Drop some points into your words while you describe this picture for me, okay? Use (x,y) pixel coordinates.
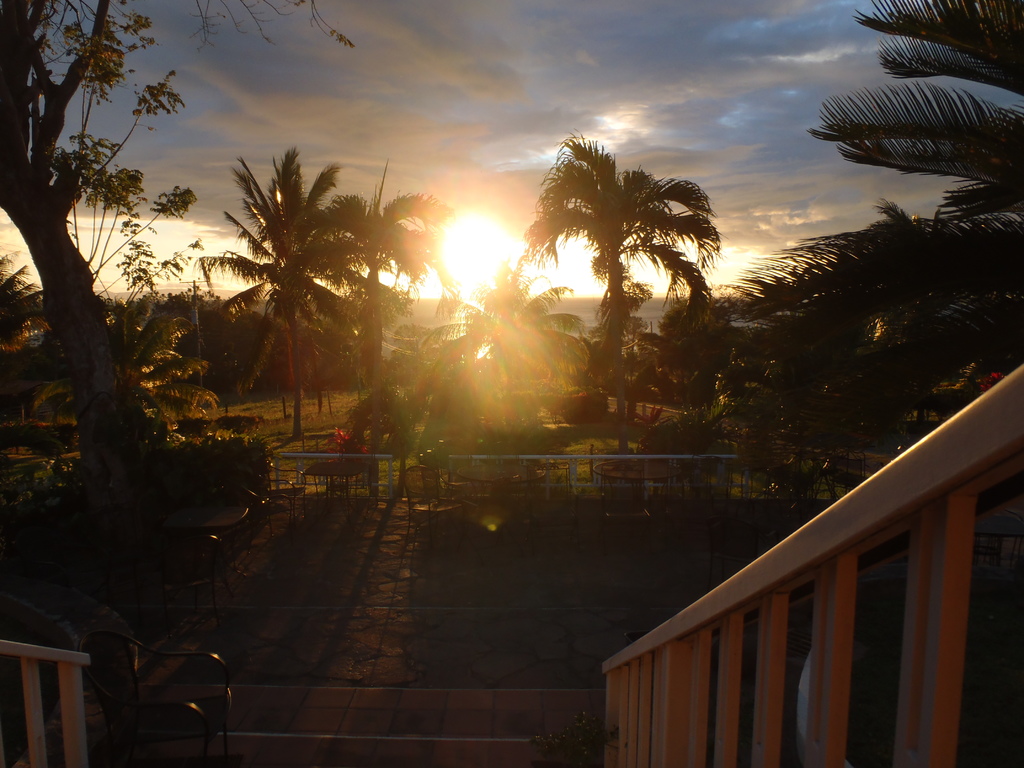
These are the trees (323,297) and the plants (949,268). I can see the tables (344,468) and the chairs (452,505). These look like the wooden staircase holders (650,688). I can see the clouds (436,153) and the sun (479,226) in the sky (789,127).
